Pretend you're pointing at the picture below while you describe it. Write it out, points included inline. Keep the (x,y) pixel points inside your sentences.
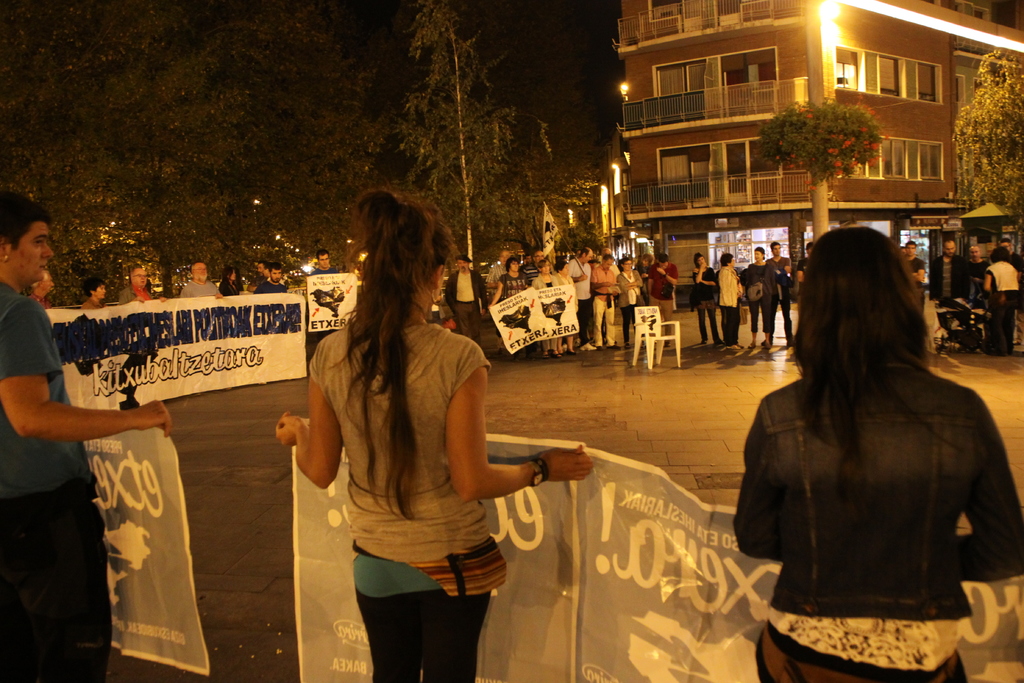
There are few persons (465,461) standing on the road (214,516) and holding banners (331,591) in their hands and in the middle (664,330) there is a hoarding (650,337) on the chair (647,337) and there are few persons (657,278) standing and a man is holding flag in his hand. In the background (484,253) there are trees (450,12), buildings (706,112), lights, poles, windows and other objects (852,129).
